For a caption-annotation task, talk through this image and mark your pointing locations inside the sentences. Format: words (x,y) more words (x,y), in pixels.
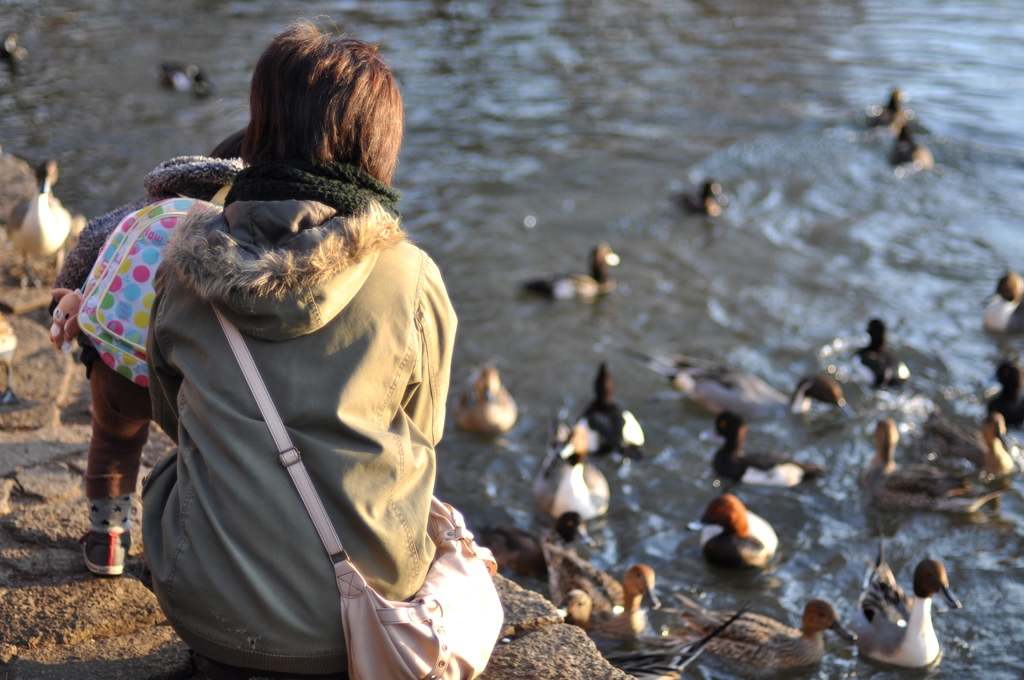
In this picture I can see a kid (116,214) and a person (293,238). I can see two ducks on the rock (153,609), and in the background (993,507) there are ducks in the water (697,241).
